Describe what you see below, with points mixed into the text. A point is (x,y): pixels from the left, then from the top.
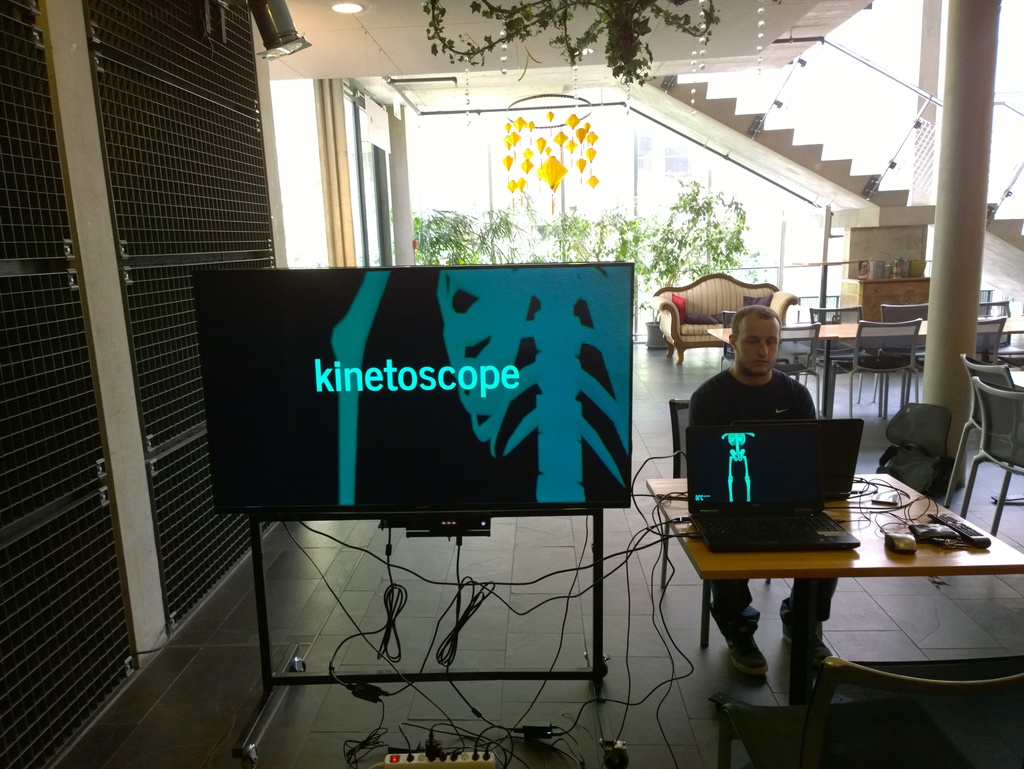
In this image I see a person (703,403) who is sitting a chair (673,441) and there are few things (835,533) on the table (854,568) and I also see there is a T. V (587,277) side to him and there are lot of wires (671,538). In the background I see few plants (679,248), chairs (680,429), a sofa (766,302), light (286,47) and the chairs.
